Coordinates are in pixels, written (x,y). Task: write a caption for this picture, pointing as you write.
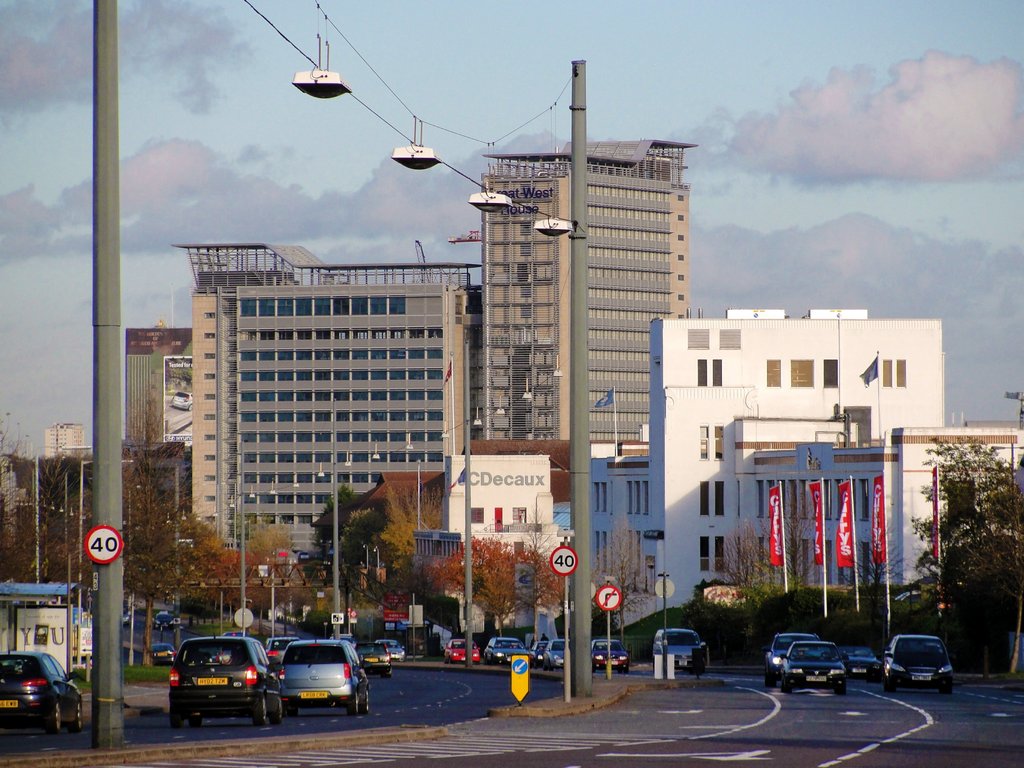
There are roads (671,726). On the roads (666,693) there are many vehicles (192,681). Near to the roads (828,722) there are poles (120,594), sign boards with poles (565,612), trees (254,538), flags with poles (825,591). In the back (448,406) there are many buildings (707,413) with windows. In the background (745,83) there is sky (282,155) with clouds (775,272). Between the poles (116,93) there is something hanged.
